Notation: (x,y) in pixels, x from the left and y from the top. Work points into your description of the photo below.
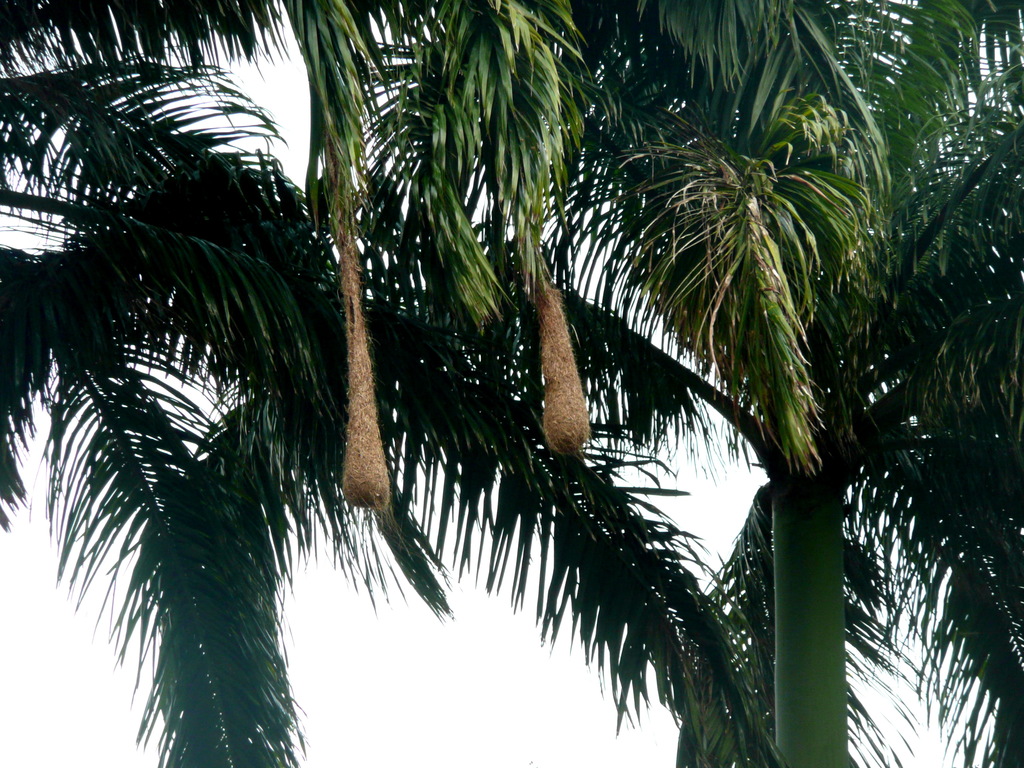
In this picture I can see the trees (619,303). In the back (531,654) I can see the sky (355,613) and clouds (338,689).
